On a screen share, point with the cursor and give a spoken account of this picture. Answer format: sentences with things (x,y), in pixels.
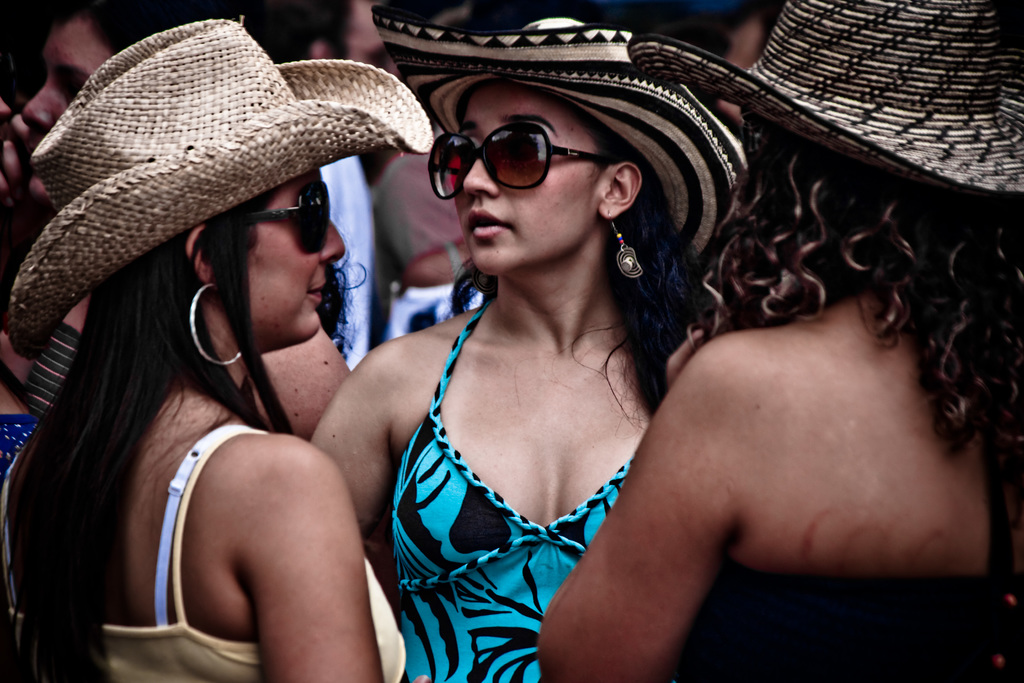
This picture shows few woman (456,203) standing and we see couple of them wore sunglasses (505,146) on their faces (564,203) and we see three women (958,242) wore hats (197,50) on their heads (574,117).
